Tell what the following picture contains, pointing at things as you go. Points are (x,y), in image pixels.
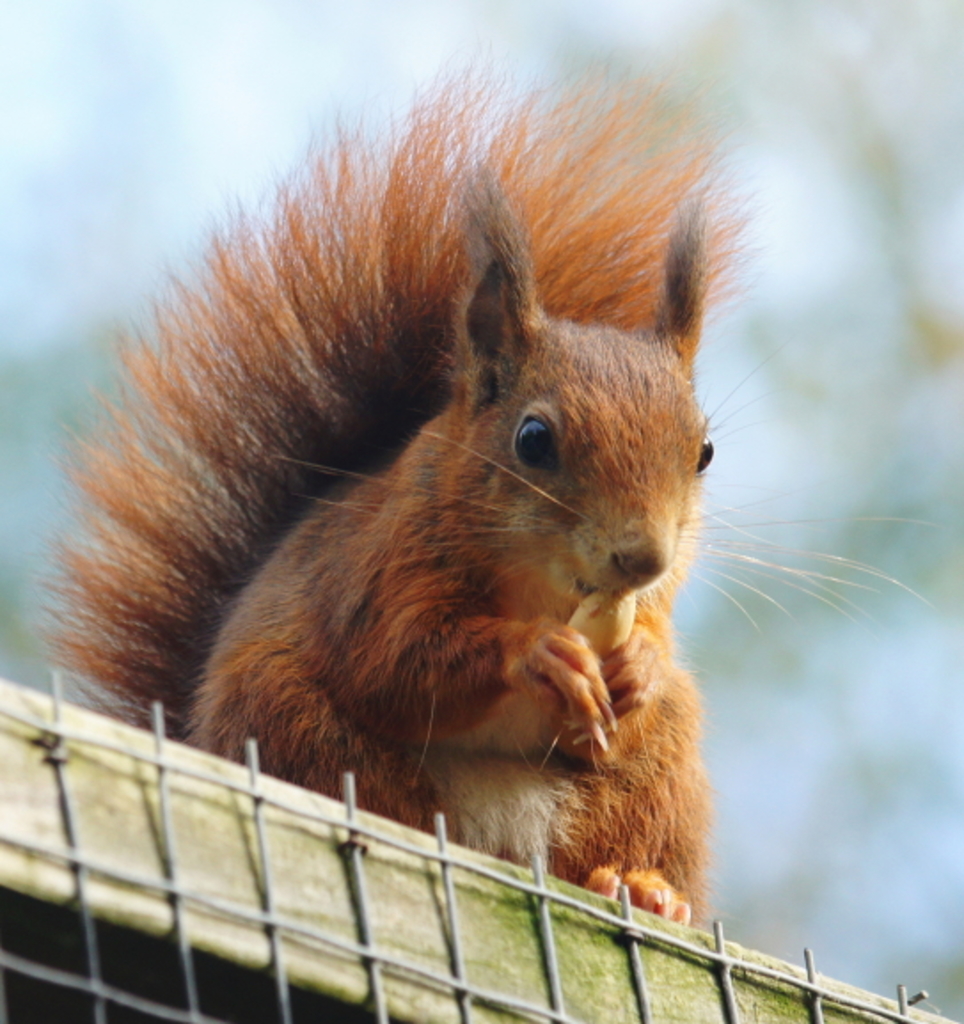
In this image I can see an animal (426,542) which is in brown and black color. I can see the blurred background (742,843).
